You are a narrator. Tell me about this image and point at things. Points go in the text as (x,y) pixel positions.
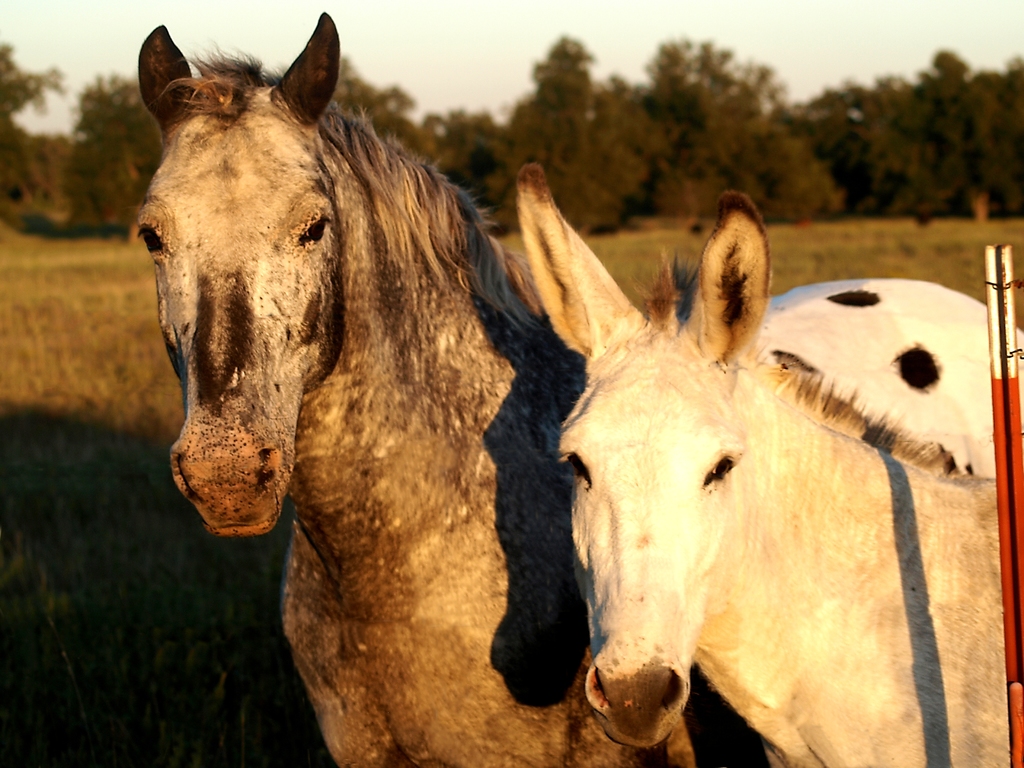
This is an outside view. Here I can see two animals (545,504). On the right side (1007,463) there is a metal rod (995,323). On the ground (102,654), I can see the grass (120,519). In the background (634,185) there are some trees (563,155). At the top of the image (469,42) I can see the sky (393,46).
